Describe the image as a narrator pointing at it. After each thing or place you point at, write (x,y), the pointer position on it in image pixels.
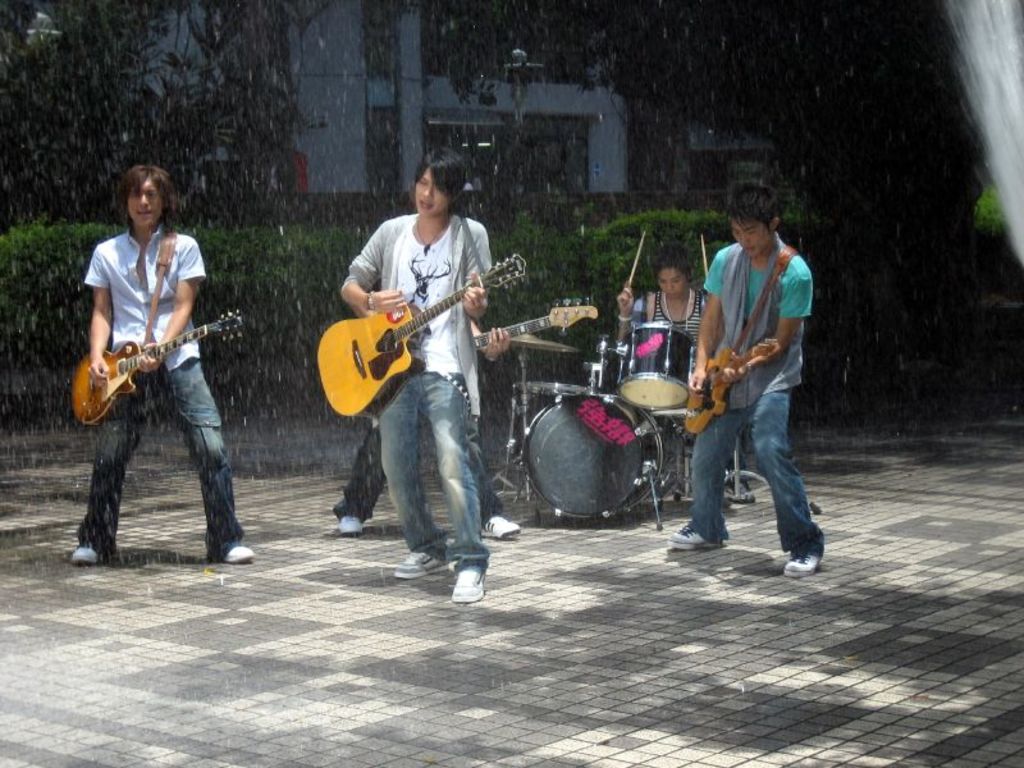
In this picture we can see three men (738,272) holding guitars (343,346) in their hands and playing it and at back of them person (681,323) playing drums (633,382) and in background (329,97) we can see trees (281,118), house (344,94).
